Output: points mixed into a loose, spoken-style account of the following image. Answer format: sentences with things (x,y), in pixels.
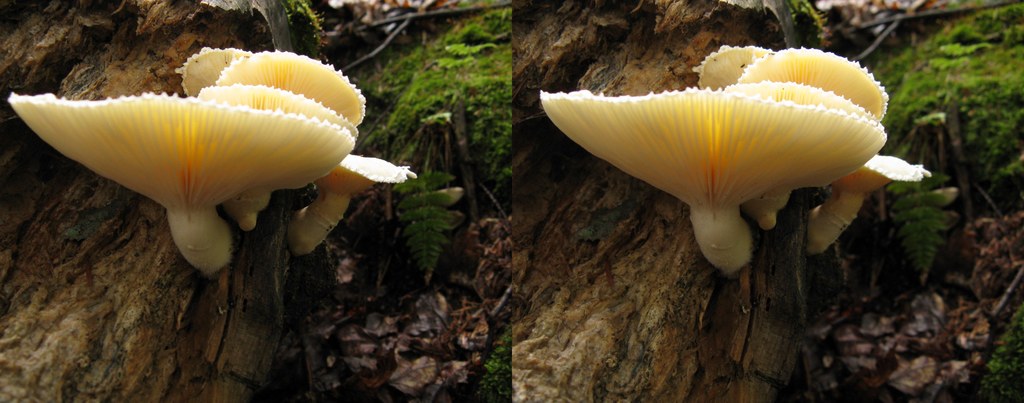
This image consists of two images. Both are same images. This image is taken outdoors. In the background (389,47) there is a ground (451,290) with grass (424,82) on it and there are a few dry leaves (391,320). On the left side of the image (104,296) there is a bark (170,36) of a tree (219,304). In the middle of the image (351,165) there are a few mushrooms (220,145) on the bark (193,310).
